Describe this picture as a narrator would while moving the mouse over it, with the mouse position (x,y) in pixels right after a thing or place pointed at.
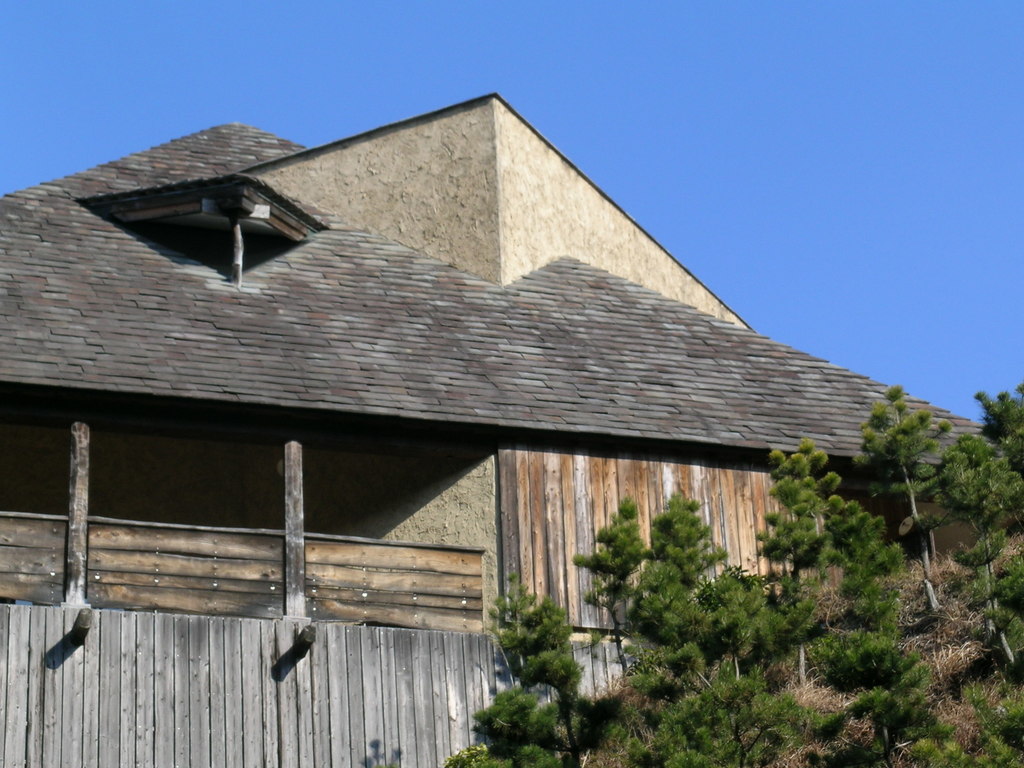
In this image we can see a building (397,249), trees (1010,477) and sky (622,101).
